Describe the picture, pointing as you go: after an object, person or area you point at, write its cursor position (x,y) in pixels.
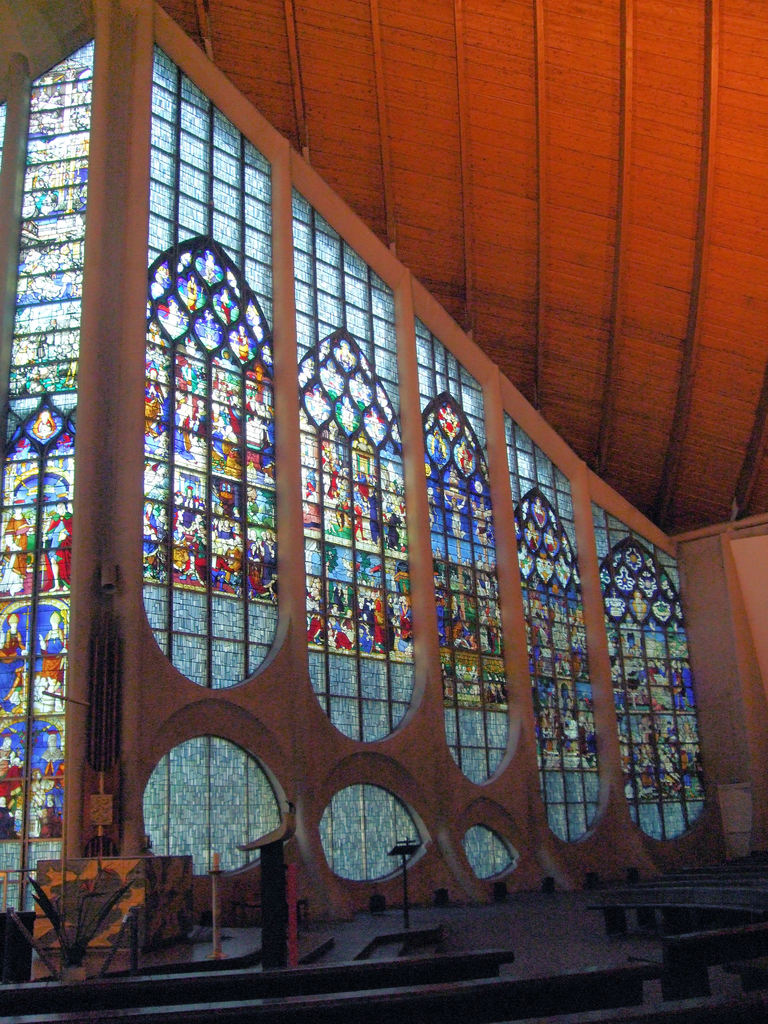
In this image we can see glass windows (388,596), a roof (598,97), small poles (277,933) and a few other objects (692,957) on the floor (607,958).
